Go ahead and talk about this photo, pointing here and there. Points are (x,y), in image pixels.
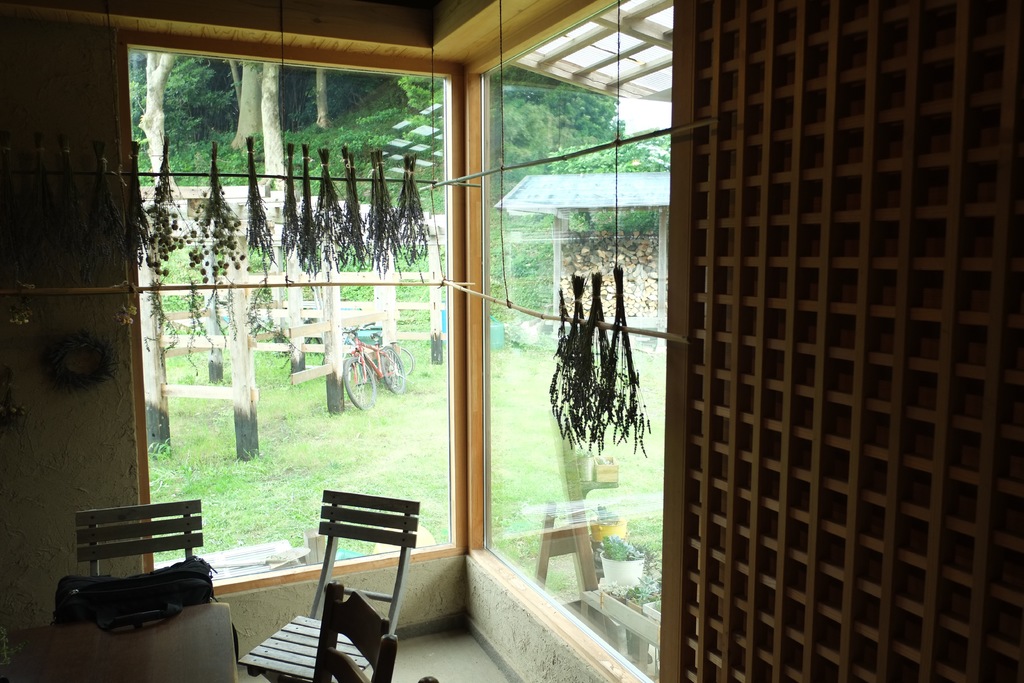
In this image we can see two glass windows (520,373), three chairs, a bag (184,592) and a table (127,633). We can also see some objects (343,212) to the sticks (580,318) and from the glass window (306,350) we can see bicycles (389,369), grass (418,346), a roof (616,197) for shelter and many trees (274,77) and flower pots (627,559).
